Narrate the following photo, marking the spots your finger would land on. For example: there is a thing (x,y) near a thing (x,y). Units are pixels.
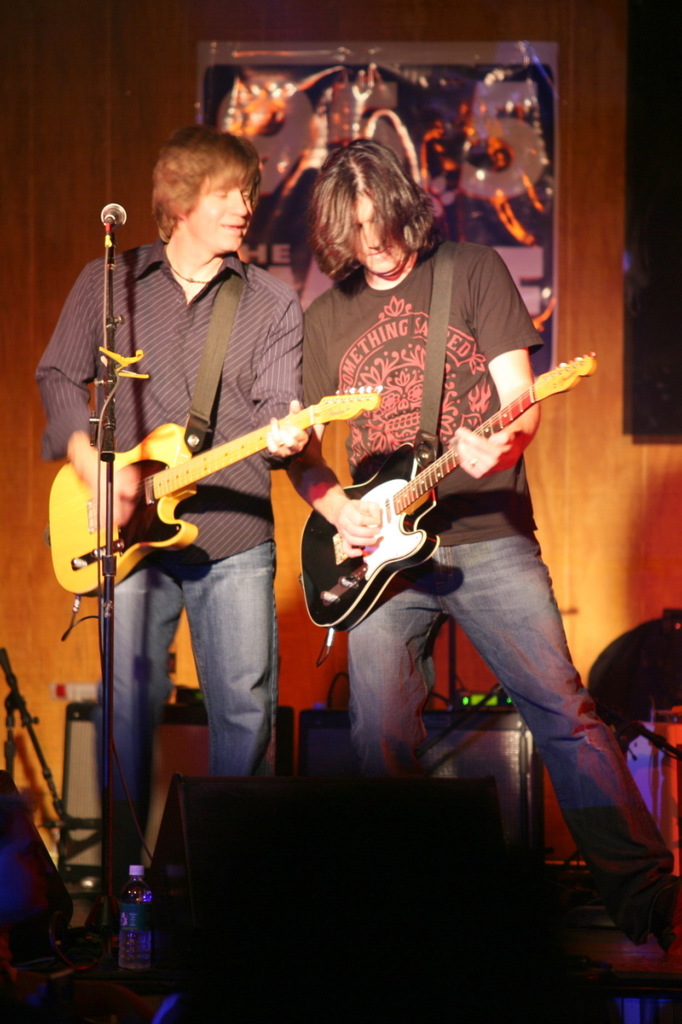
In this picture there are two men (215,578) standing on the stage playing a guitars (170,512) in their hands (134,485) in front of a mic (113,209) and a stand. In the background (140,82) there is a wall (103,62).
